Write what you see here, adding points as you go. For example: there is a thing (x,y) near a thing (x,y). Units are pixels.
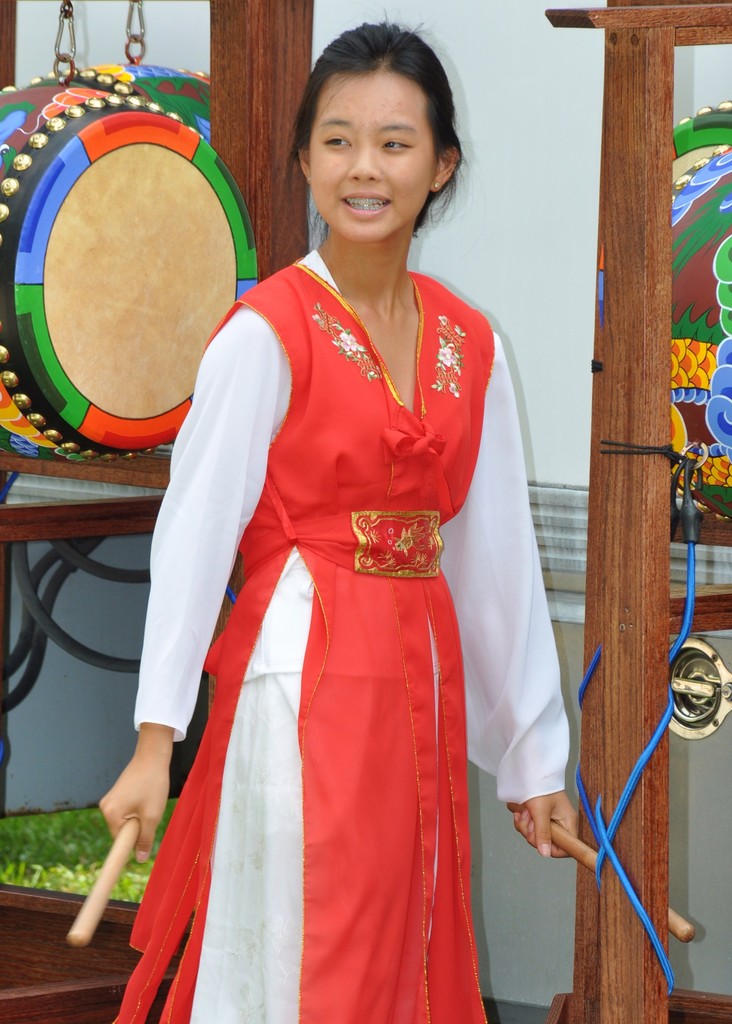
In this image there is a woman (311,664) standing by holding the sticks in her hands (546,799), behind the woman (248,408) there is a tabla (177,312) hanged to the chain (132,9) and there is a wooden structure (628,222) with some ropes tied to it. In the background of the image (577,566) there is a wall (535,283), in front of the wall (553,333) there are pipes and some other objects (721,131).
